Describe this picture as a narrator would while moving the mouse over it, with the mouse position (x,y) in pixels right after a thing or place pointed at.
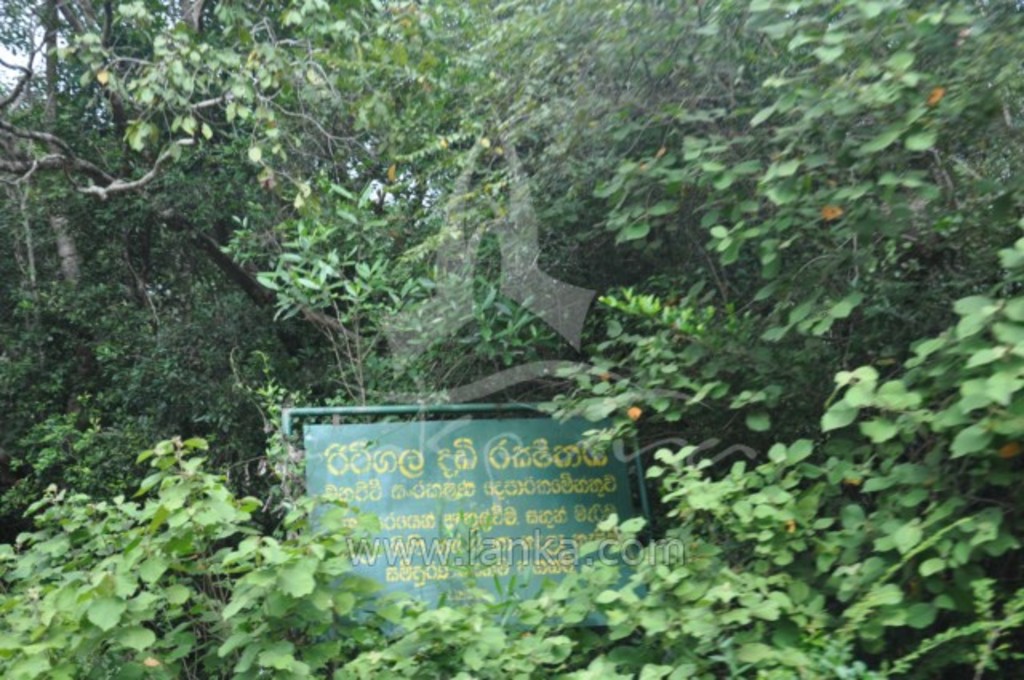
In this image there are trees (396,180) truncated towards the top of the image (526,142), there are trees (865,111) truncated towards the right of the image (906,207), there are trees (68,170) truncated towards the left of the image (74,190), there are plants (524,633) truncated towards the bottom of the image (651,625), there are plants (970,484) truncated towards the right of the image (924,414), there are plants (54,562) truncated towards the left of the image (85,542), there is a board (473,500), there is text (486,523) on the board (467,473), there is text (534,544) on the image.
